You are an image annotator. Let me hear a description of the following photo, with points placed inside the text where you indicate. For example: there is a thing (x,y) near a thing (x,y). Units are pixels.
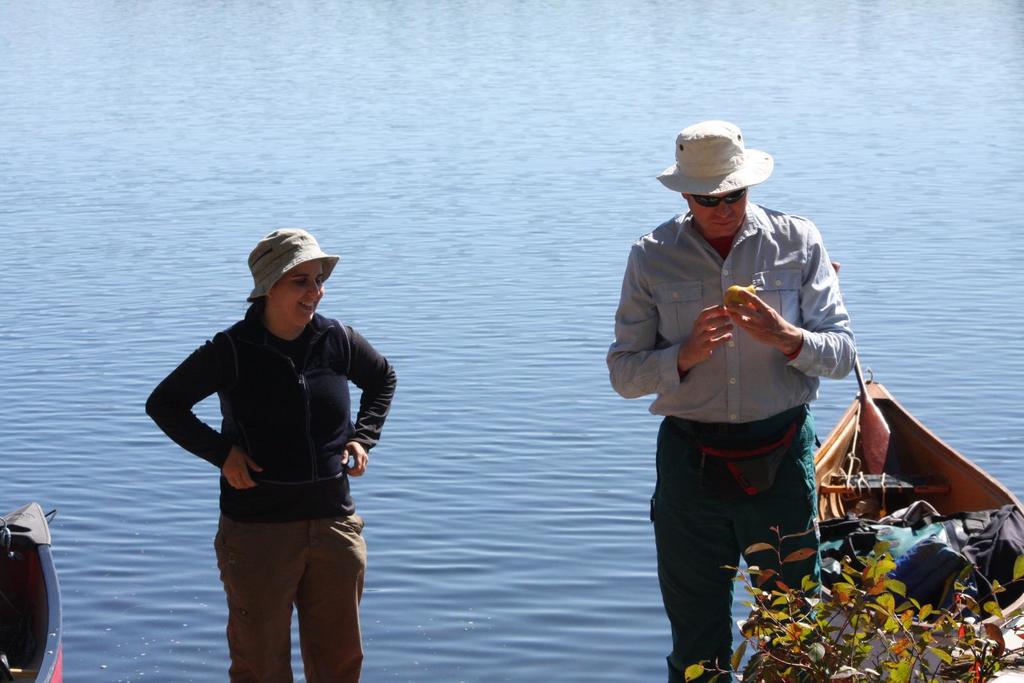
In this picture, there is a woman (238,463) towards the left (218,460). She is wearing a black jacket (294,439) and brown trousers (341,661). Towards the right (730,460), there is a man (678,256) wearing a grey shirt (744,270) and green trousers (684,511). Towards the left (30,595) and right, there are boats (954,489) on the river (611,231). In the background (611,172), there is water (862,151).
